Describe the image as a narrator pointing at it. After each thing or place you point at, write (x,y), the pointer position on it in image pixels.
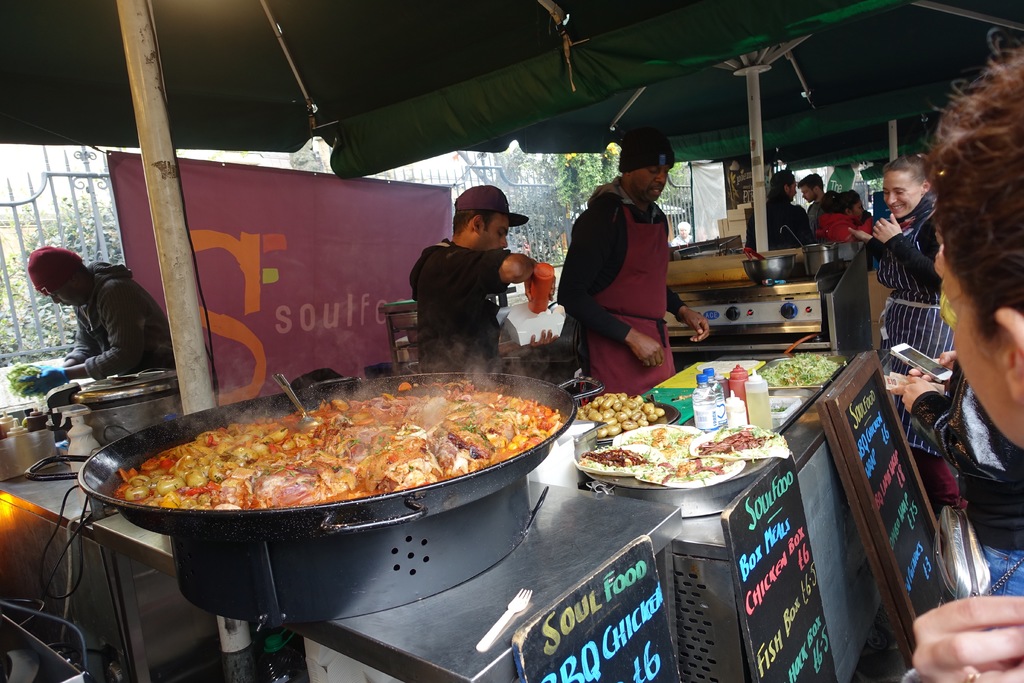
There is a food stall (269,138) presenting in this picture. There are group of people (893,228) standing and wearing clothes (907,261). There is a person (474,293) in the middle of the image (481,306) holding a bottle (551,276) on box (540,316) with his hands (544,334). There is a stove (732,317) on the right side of the image (756,335). There are boards (632,608) in the bottom right of the image (789,574). There is a food (373,475) in the bottom left of the image (322,480).
